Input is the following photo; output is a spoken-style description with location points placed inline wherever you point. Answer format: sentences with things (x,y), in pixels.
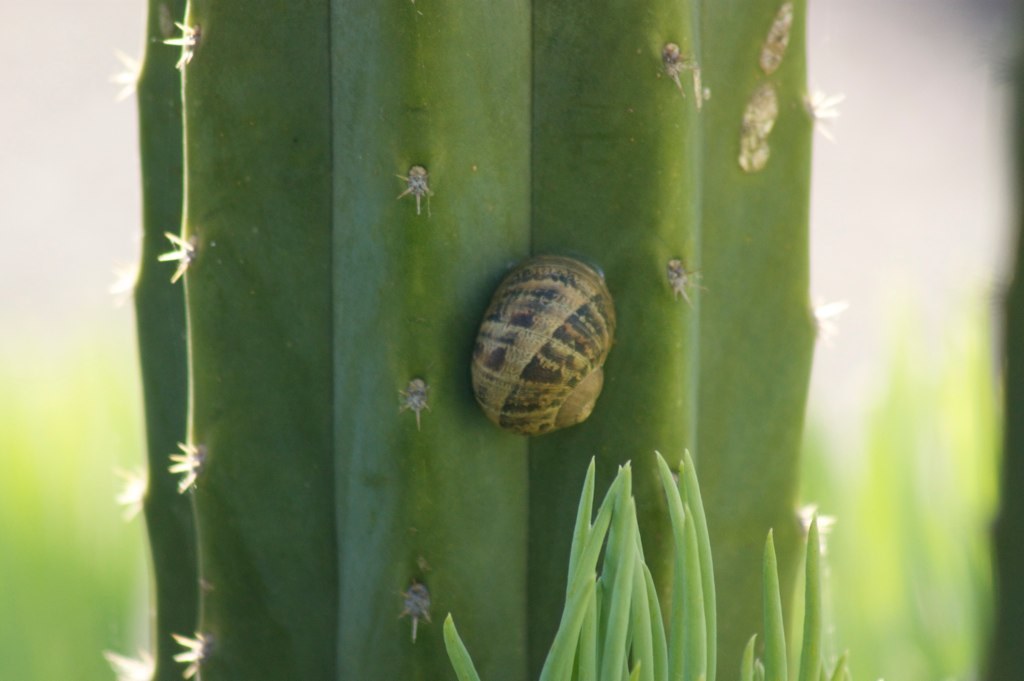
In this image, in the middle (565,293), we can see a snail (567,287) which is on the plant (596,145), at the bottom (754,632), we can see a plant (711,621) and green color. In the background (67,208), we can see white color. On the right side (994,247), we can also see white color.
